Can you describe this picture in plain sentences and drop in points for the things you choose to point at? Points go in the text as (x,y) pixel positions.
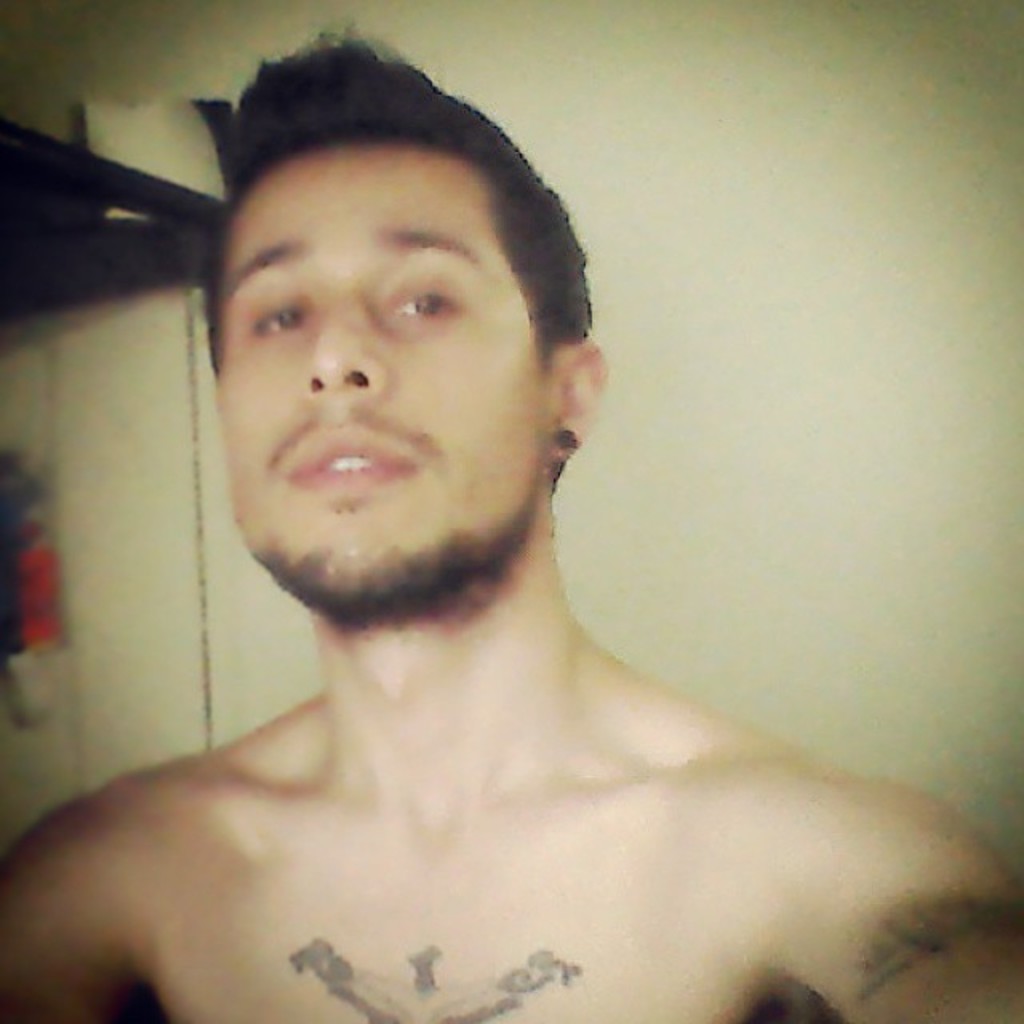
This is the picture of a person (482,886) who has some tattoo (331,975) on his body (404,913) and to the side there is a something (89,275).
